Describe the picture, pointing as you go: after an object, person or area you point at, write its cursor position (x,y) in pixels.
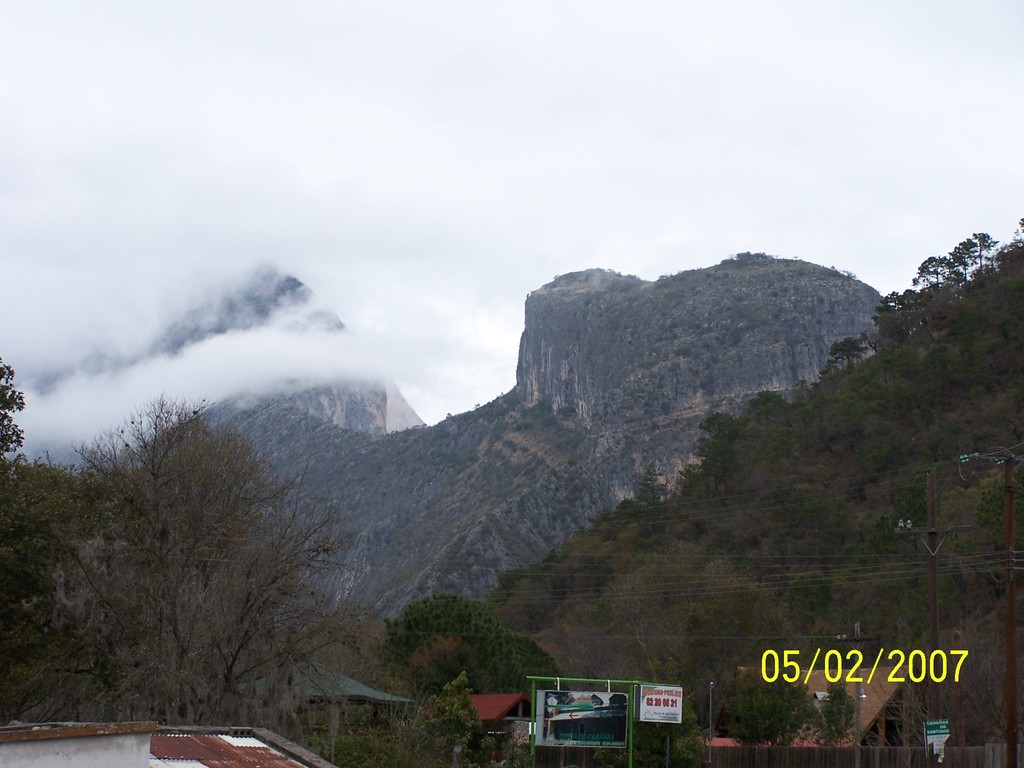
In this image we can see sky (409,173), hills (424,428), clouds (291,353), trees (110,445), sheds (176,733), information boards (584,711), electric poles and electric cables (723,584).
